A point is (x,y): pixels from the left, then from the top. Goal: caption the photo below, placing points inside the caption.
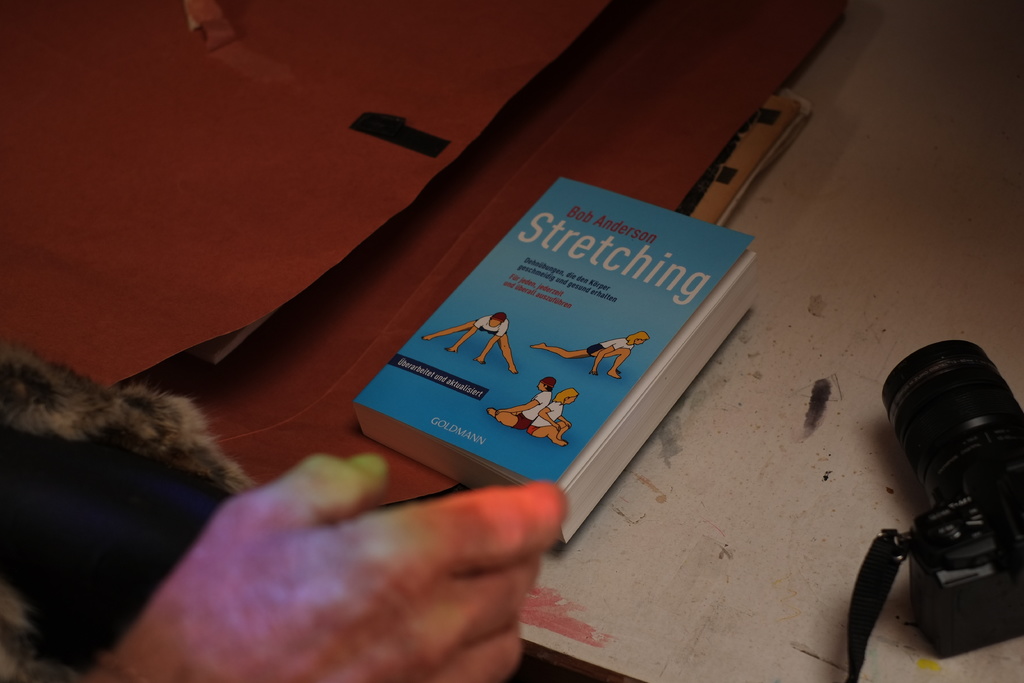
In this image we can see the hand (376,585) of a person (378,592), in front of that there is a table (677,419). On the table (715,360) there is a book (492,356), camera (933,499) and few other objects (303,241).
